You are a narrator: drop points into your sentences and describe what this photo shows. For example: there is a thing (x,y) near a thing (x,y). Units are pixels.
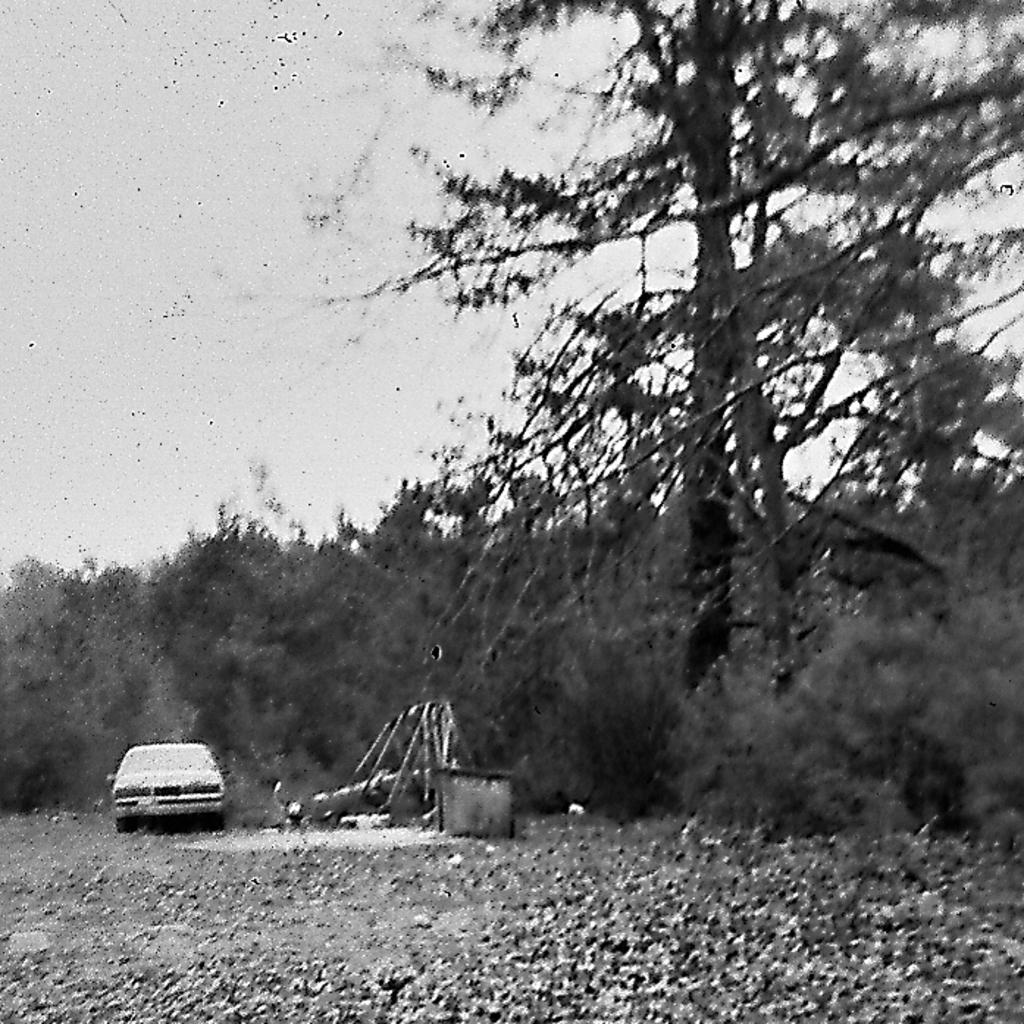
There are trees (513,654) and a car (159,768) in the middle of this image (347,581) and the sky (292,335) is in the background (332,313).
